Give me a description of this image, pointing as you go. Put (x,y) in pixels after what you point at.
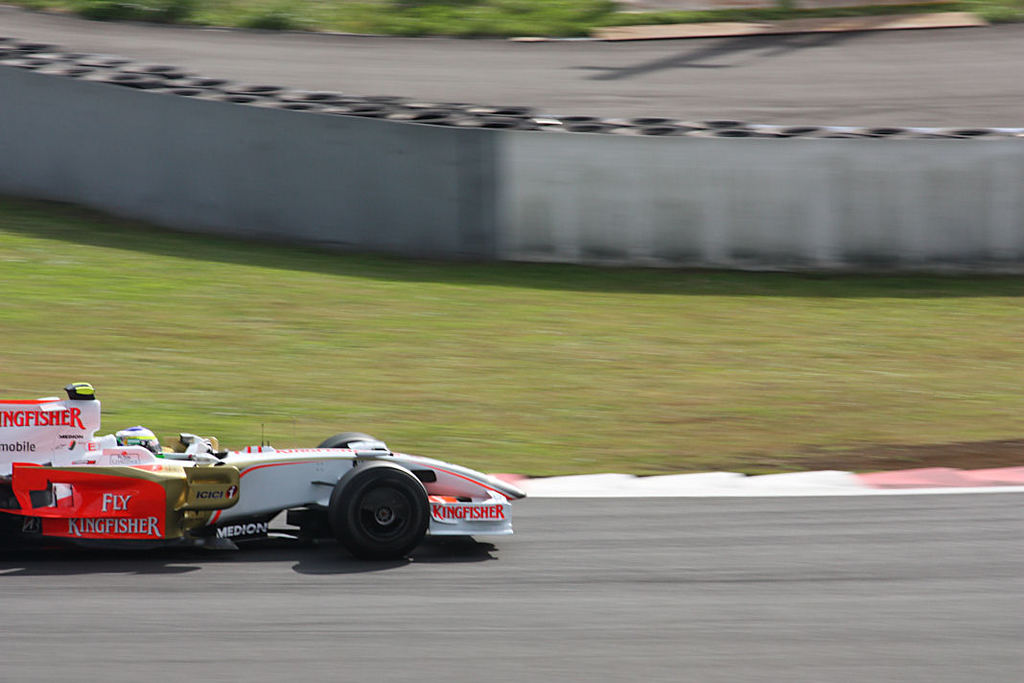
In this picture we can see a vehicle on the road (407,613) and in the background (629,402) we can see grass (656,462), wall (945,243), road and an object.
